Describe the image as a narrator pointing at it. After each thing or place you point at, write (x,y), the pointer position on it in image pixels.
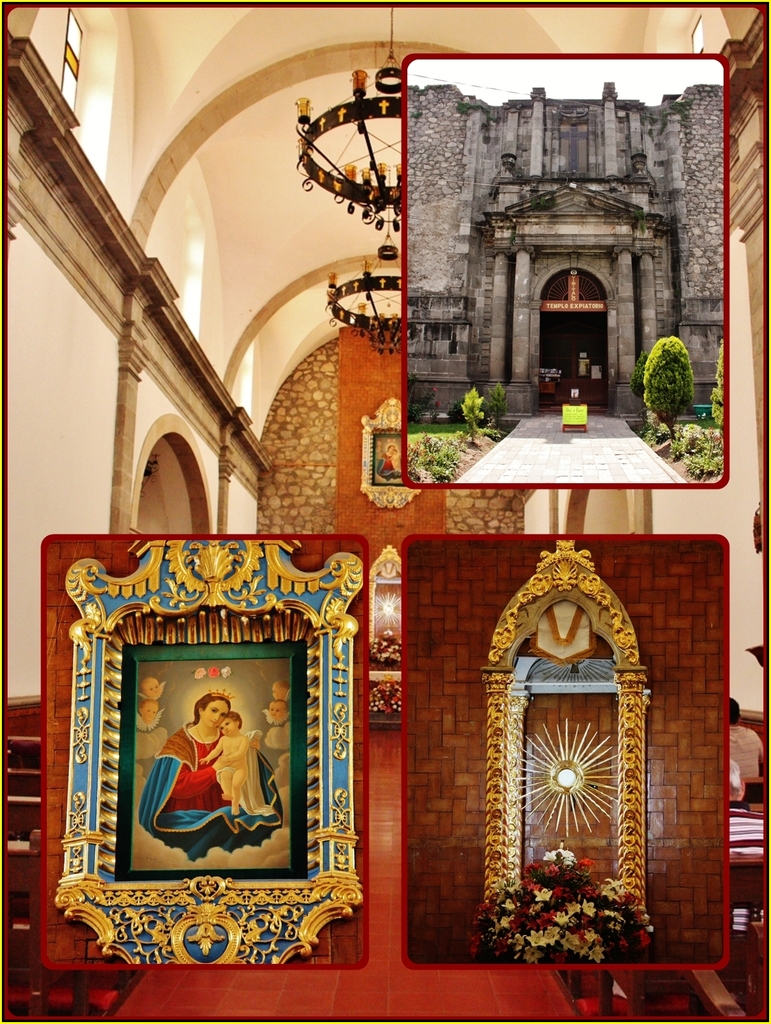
In this image we can see the collage pictures of building (602,298), bouquet (561,877), photo frame (239,695), ground (477,445), plants (499,406) and bushes (679,405). In the background of the collage picture we can see a building (283,323) which has chandelier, photo frames (376,575), walls (51,506), benches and persons (734,796) sitting on them.
